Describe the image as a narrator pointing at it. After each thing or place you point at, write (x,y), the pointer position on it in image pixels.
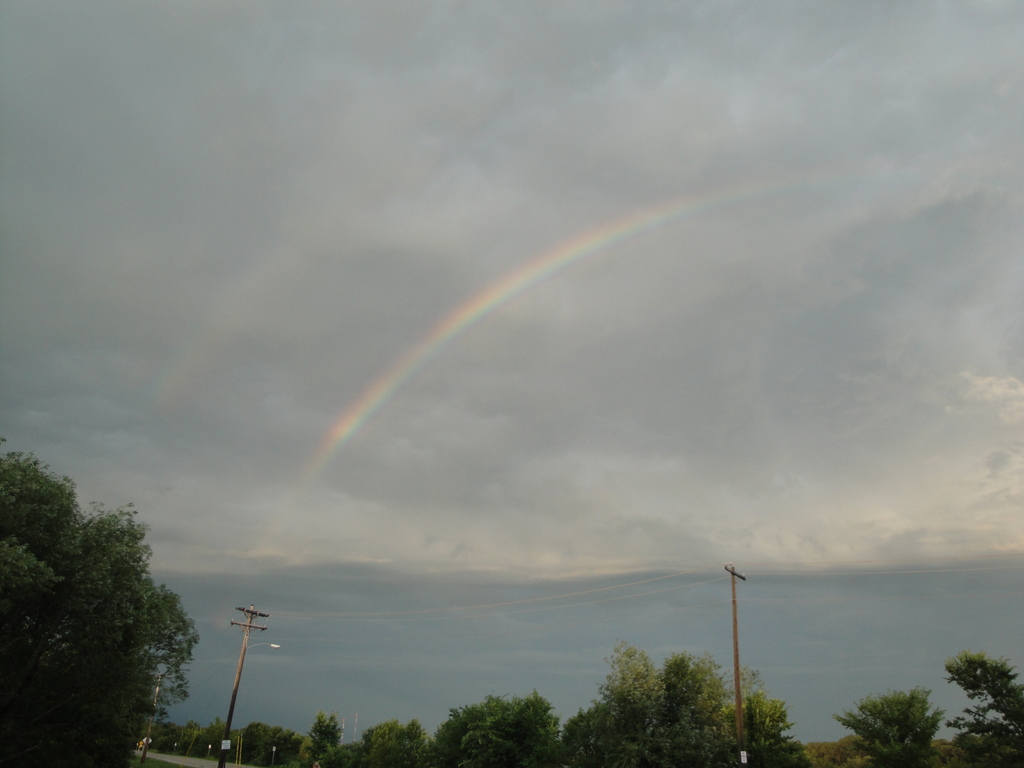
In this image we can see there are so many trees (143,637), electrical poles (144,756) and rainbow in the sky (168,571).
